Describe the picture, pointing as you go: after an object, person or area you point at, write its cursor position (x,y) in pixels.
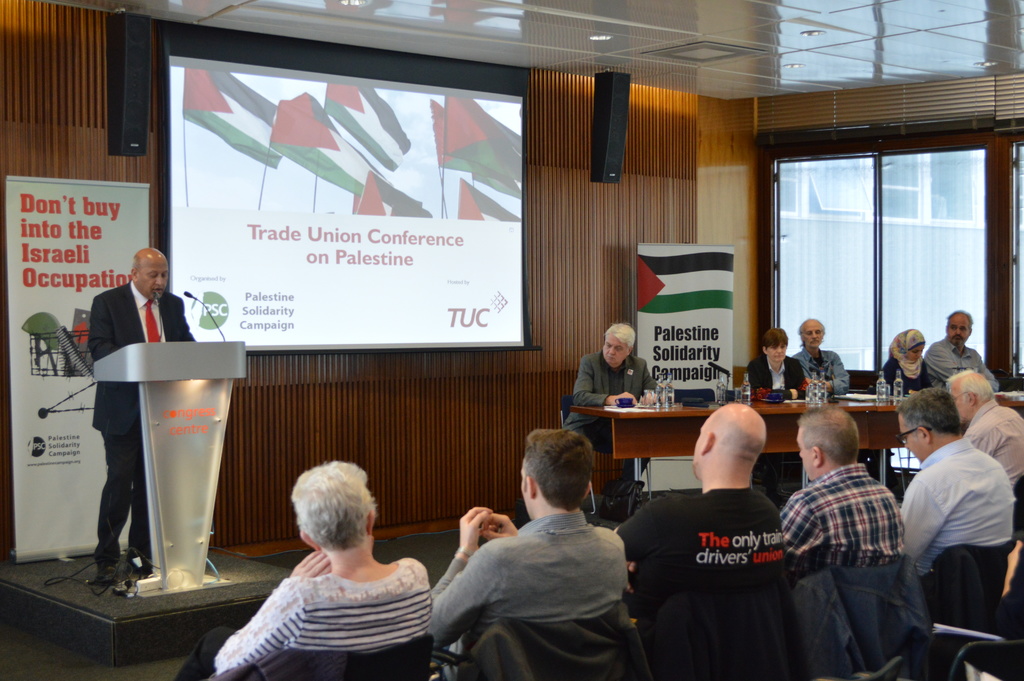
There are some people (636,561) sitting in the chairs (422,679) in this picture. There is a man (147,335) standing near the podium (172,426) and talking in front of a microphone (160,297). Some of them was sitting on the stage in front of a table (800,404) in their chairs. There is a projector display screen (329,197) in the background (370,187).
